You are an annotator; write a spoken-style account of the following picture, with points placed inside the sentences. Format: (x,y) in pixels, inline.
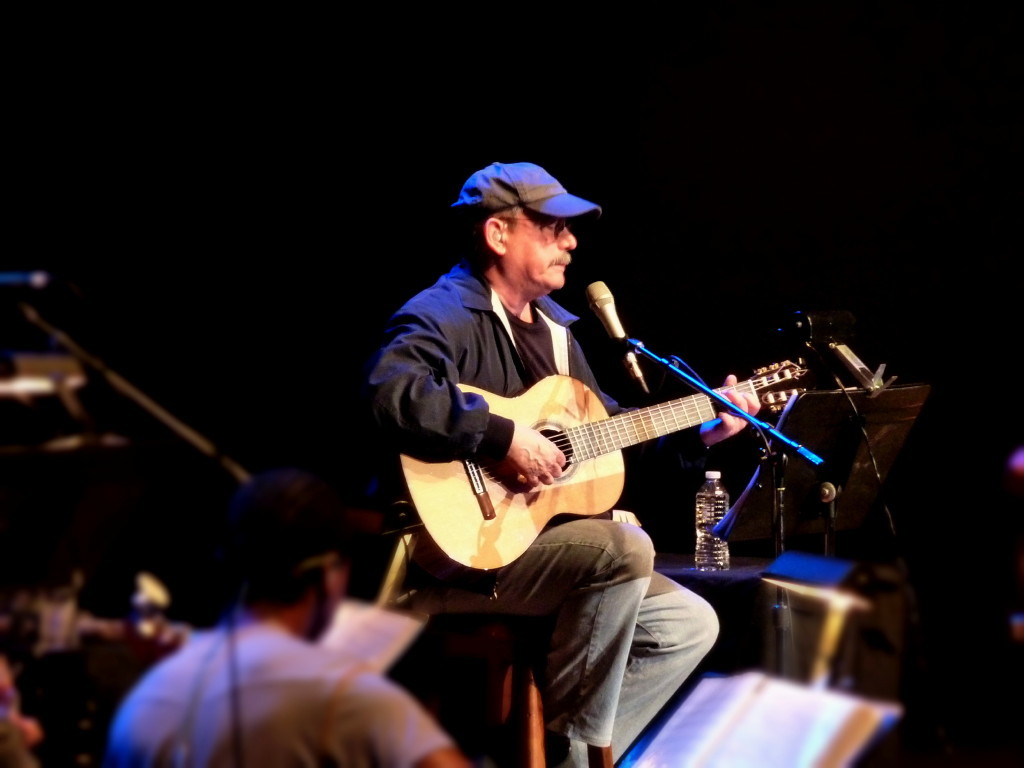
There is a person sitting on a chair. He is playing a guitar (518,523) and he is singing on a microphone (635,369). There is another who is on the left side (125,704) and he is playing a musical instrument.
